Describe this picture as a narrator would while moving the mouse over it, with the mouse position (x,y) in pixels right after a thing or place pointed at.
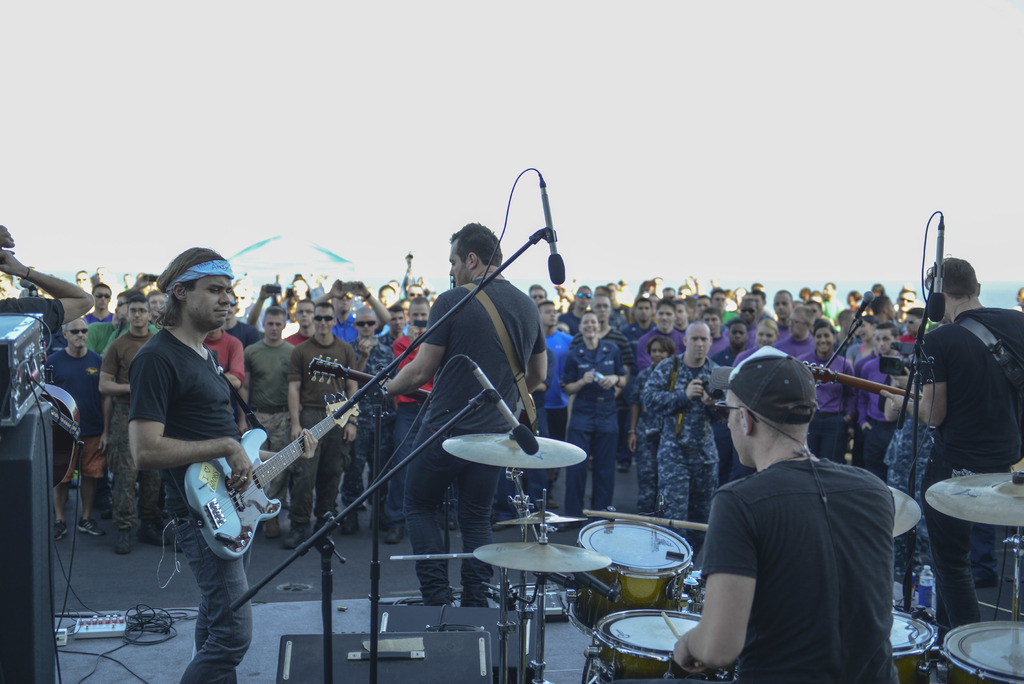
This picture is of outside. In the foreground (727,432) there is a man (809,526) wearing black color t-shirt (816,571), sitting and playing drums (627,571). In the center (490,308) there is a man (517,314) wearing black color t-shirt (499,342), standing and seems to be playing guitar (332,362) and in the left (198,339) there is a man (179,375) wearing black color t-shirt (227,409), standing and playing guitar (340,421) and there are microphones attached to the stand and some musical instruments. In the background (924,31) we can see the sky (793,102) and the crowd of persons (599,321).
